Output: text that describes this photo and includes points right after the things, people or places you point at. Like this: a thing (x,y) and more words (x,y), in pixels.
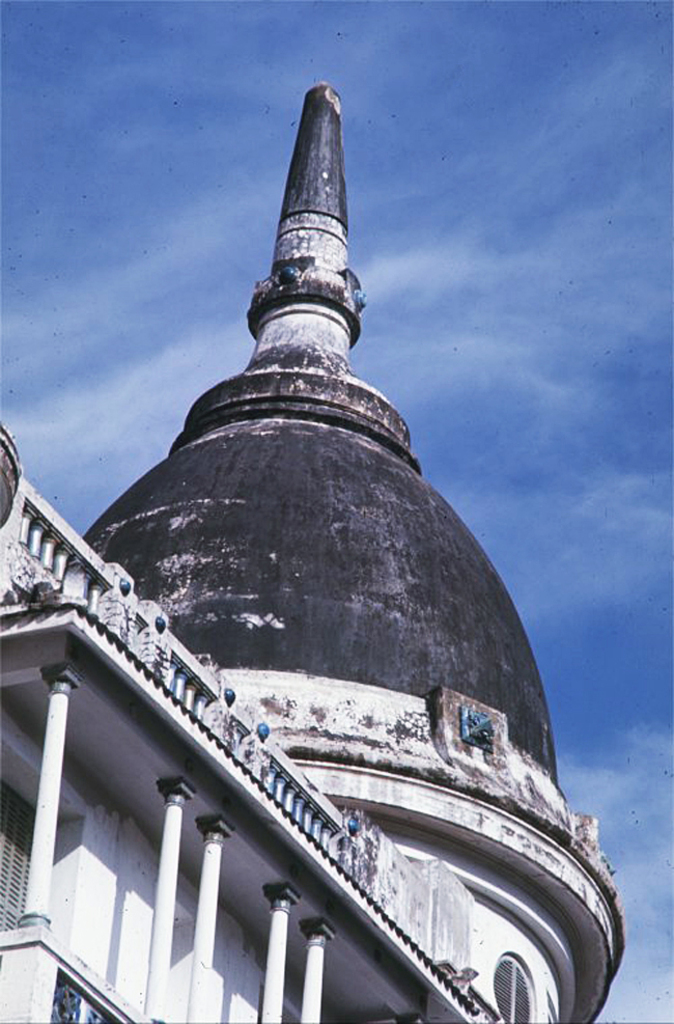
In this image there is a building (232,722). In the background (442,426) there is sky (397,191).
